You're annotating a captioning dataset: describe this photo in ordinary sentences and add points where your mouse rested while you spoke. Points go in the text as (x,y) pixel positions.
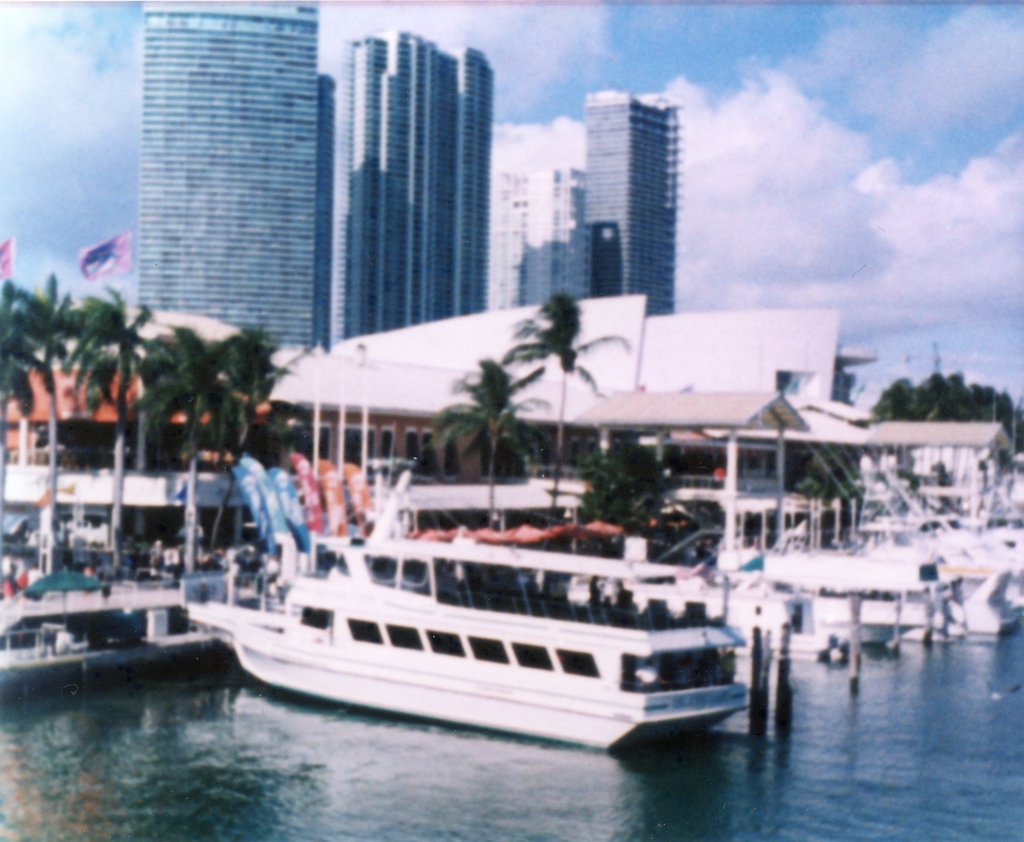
In this picture I can see few buildings (691,333), trees (48,319) and few boats (336,544) in the water (700,828) and I can see couple of flags (114,240) and a blue cloudy sky (836,94).
